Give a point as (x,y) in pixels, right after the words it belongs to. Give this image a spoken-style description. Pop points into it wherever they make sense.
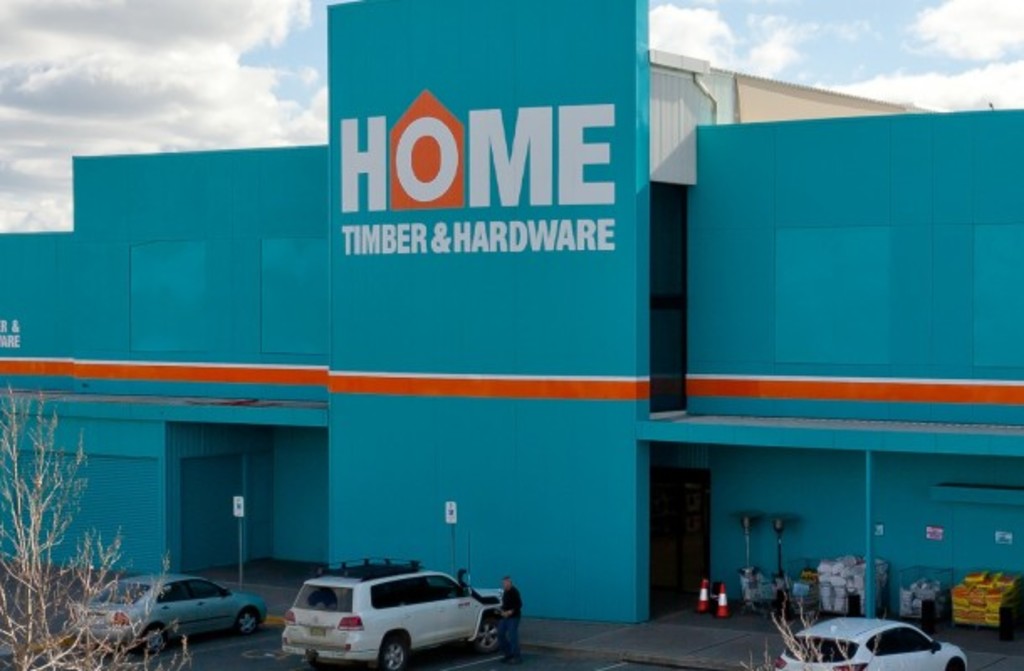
In this image there is a building (378,241) with a name (463,233) written on it, there are vehicles (491,643) and a person (508,644) on the road (477,648), there are few signboard (448,519), diversion cones (722,601), few objects (882,584) in the trays (861,571), some posters (932,535) attached to the wall (766,523) and some clouds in the sky (866,73).
